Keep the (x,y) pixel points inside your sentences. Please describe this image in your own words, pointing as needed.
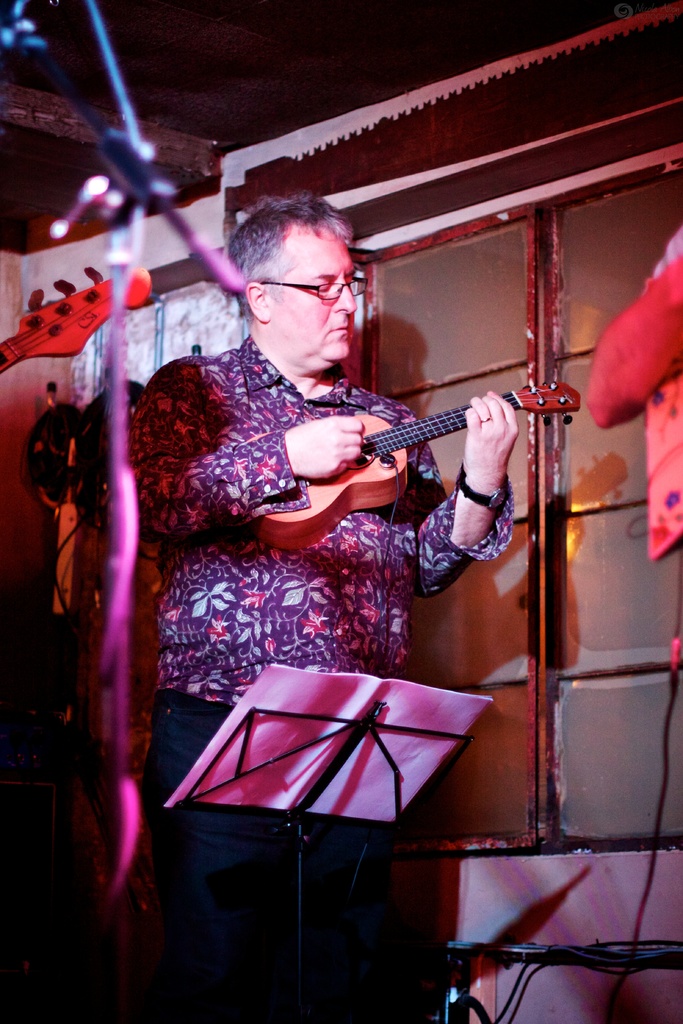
There is a man (167,396) standing in the center (447,419) and he is holding a guitar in his hand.
